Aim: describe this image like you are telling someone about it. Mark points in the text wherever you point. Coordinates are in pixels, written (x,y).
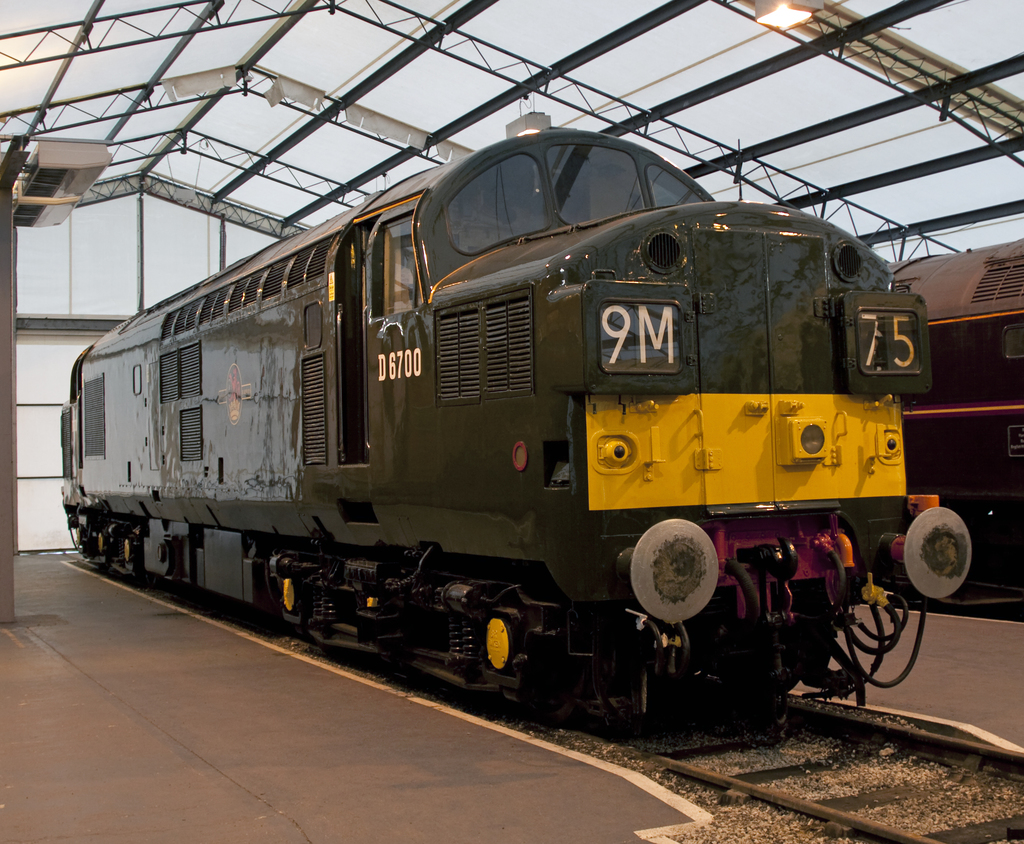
In this image there is a train (672,553) on the rail track (863,739). Right side (985,266) there is a train (986,468) beside the platform (967,655). Left side (36,764) there is a platform (19,764) having a pole (3,252) attached the roof (264,64) having few metal rods (708,93). Few lights (791,17) are attached to the metal rods (741,74).
